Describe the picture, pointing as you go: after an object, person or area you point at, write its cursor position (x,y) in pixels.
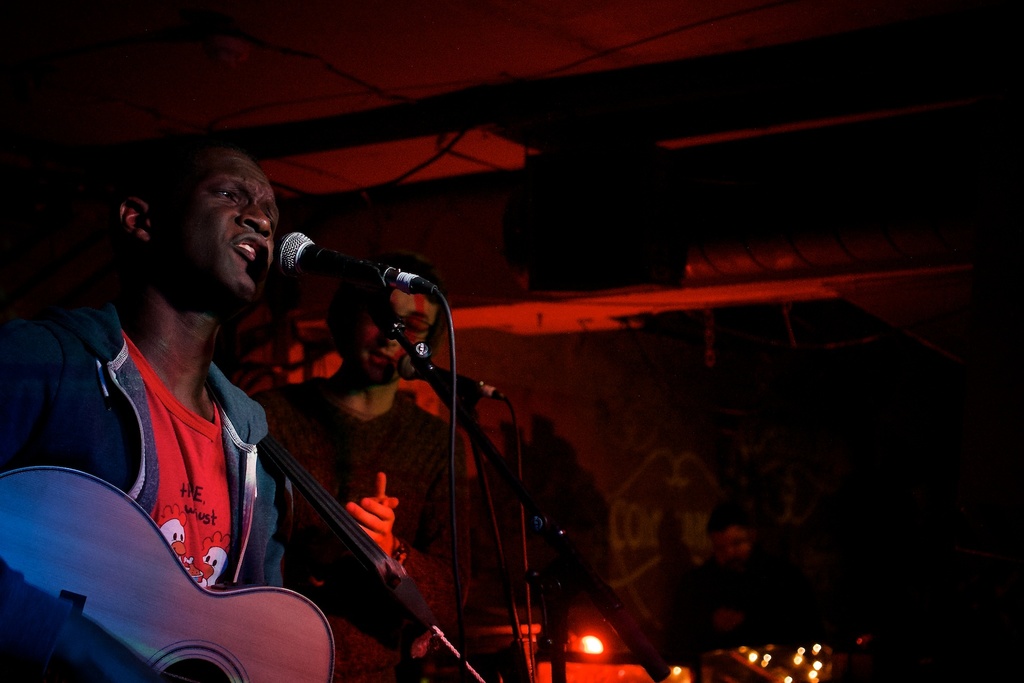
Here we can see a person (214,375) is singing and holding a guitar (219,610) in his hands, and in front (388,281) here is the microphone (373,274), and at side a person (414,419) is standing.
